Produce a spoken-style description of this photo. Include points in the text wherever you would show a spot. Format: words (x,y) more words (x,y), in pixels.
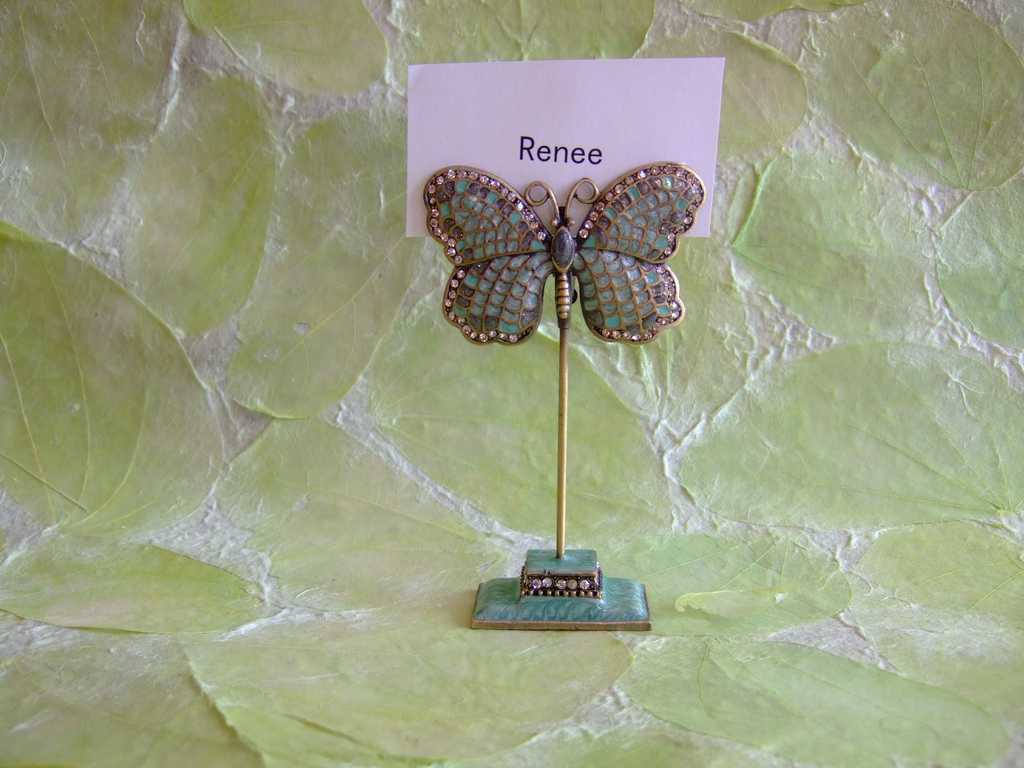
In this image we can see one object (556,271) on the surface (508,673), the backside of this object (587,182) green color background is there and one white paper (597,171) with some text (562,151) attached to the object (501,287).
